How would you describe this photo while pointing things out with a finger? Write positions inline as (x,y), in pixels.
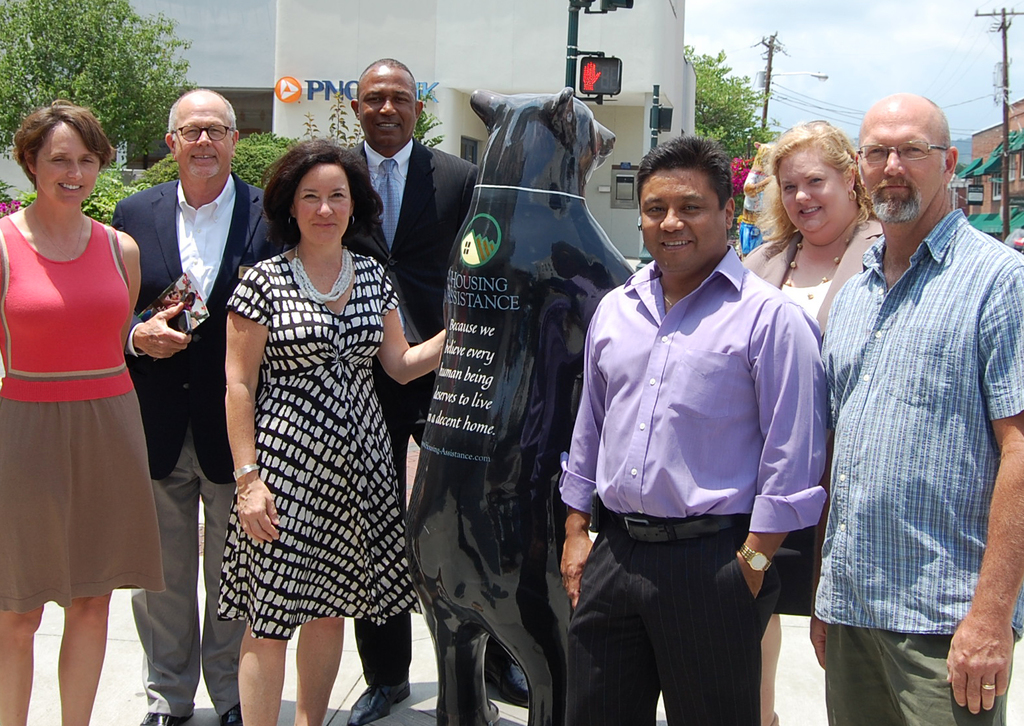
In this image we can see few people (633,471) in the image. A person (206,322) is holding an object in the image. There are few buildings (1011,136) in the image. There are few cables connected to the electrical poles (771,64). There is a sculpture (488,403) of an animal (501,411). There are few trees (152,99) and plants (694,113) in the image. We can see the clouds (811,86) in the sky (903,49).
